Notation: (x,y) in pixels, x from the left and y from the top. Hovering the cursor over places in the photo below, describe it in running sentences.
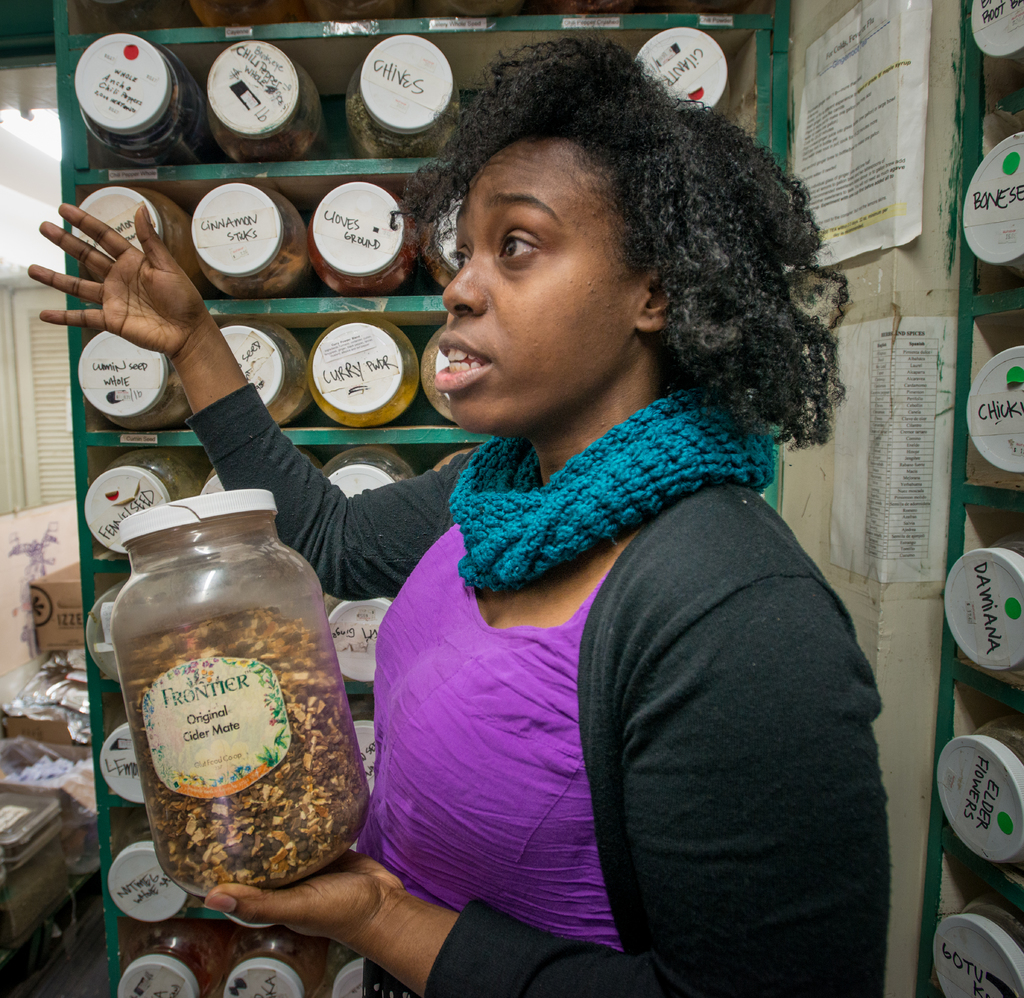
In the image there is a woman (774,681) in purple t-shirt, black shrug (790,930) and green scarf (722,430) holding a bottle (230,645) with seeds (261,631) in it and behind there are shelves (202,141) with many bottles (348,363) in it with two papers (837,100) on the wall (874,313), on the right side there are shelves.
